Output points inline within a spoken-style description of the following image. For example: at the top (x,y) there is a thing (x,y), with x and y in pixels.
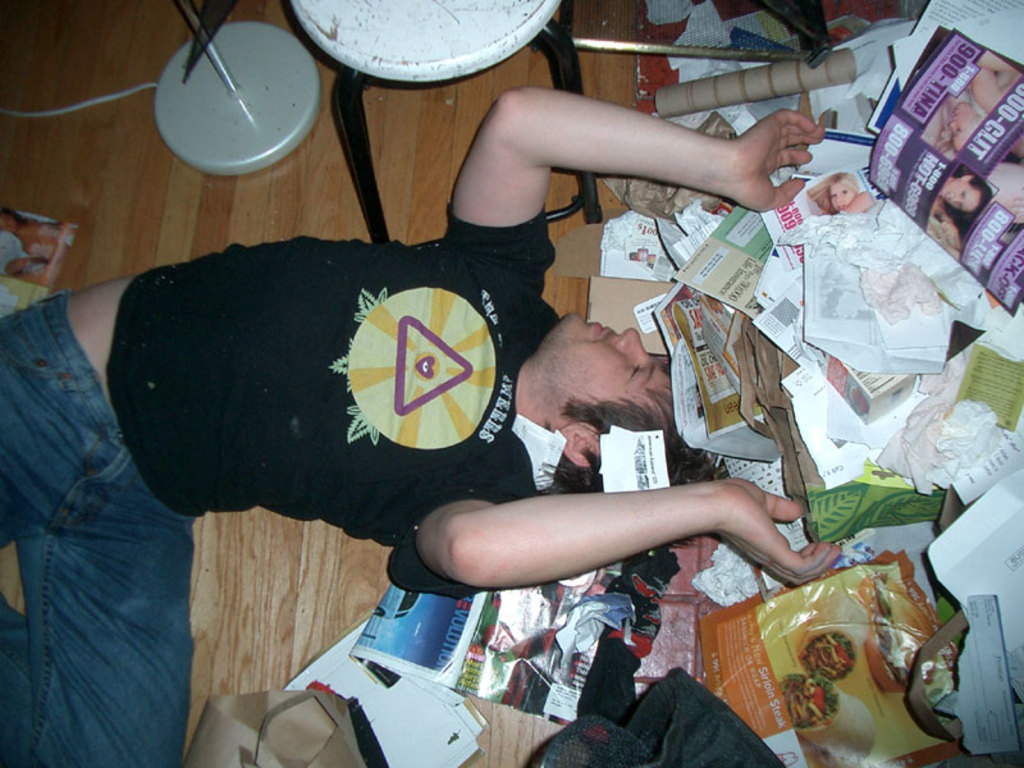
In this image we can see a person (428,577) lying on a floor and we can see papers (848,546) with text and some other objects (367,726) on the floor (568,309) and there is a stool (425,51) near the person (512,150).
